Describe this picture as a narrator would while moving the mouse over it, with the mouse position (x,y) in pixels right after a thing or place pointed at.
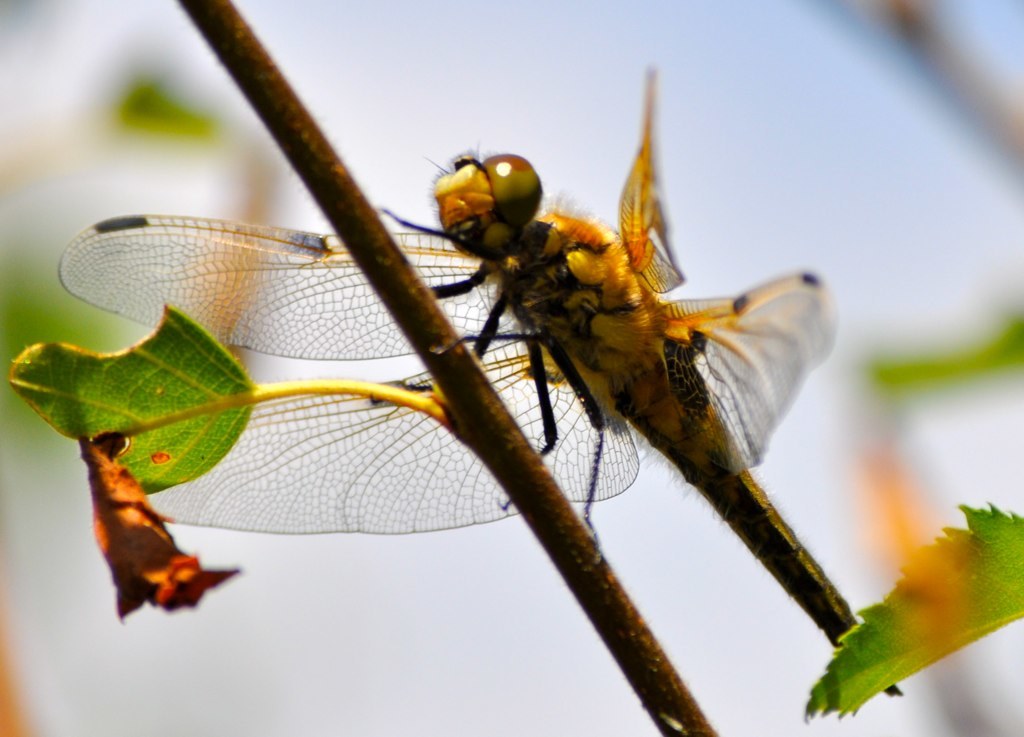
In this image we can see an insect (587,497) on the plant stem (640,682) and there are few leaves (104,544) and in the background (775,622) the image is blurred.
